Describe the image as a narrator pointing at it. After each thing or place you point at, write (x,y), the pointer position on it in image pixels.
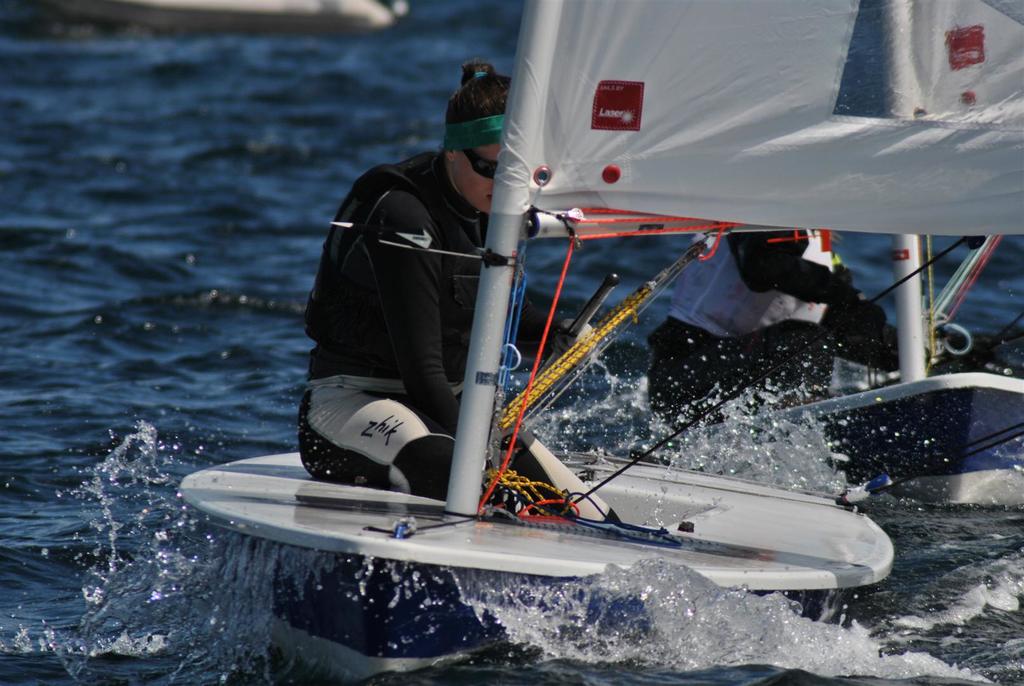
In the picture we can see a person (379,370) sitting on the boat (416,507) which is white in color with a pole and cloth (1006,189) to it which is tied and behind we can see another boat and a person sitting on it and behind it we can see a water (236,171) which is blue in color.
